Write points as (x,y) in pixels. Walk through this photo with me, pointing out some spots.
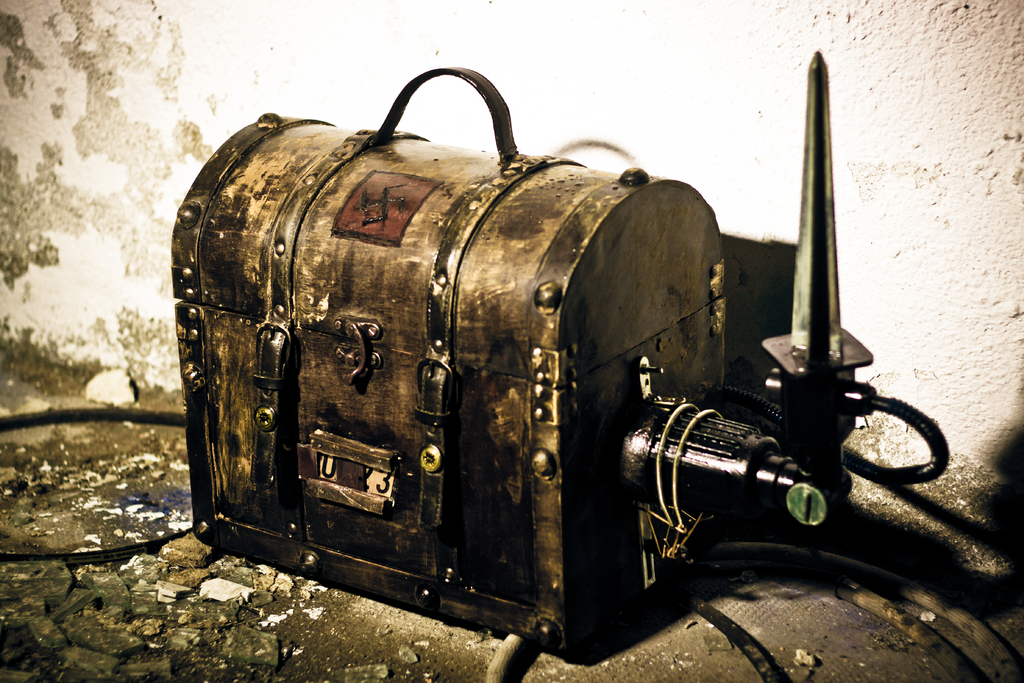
In this image we can see a trunk (689,357) placed on the floor (212,615) with a pipe (936,444) attached to it.
